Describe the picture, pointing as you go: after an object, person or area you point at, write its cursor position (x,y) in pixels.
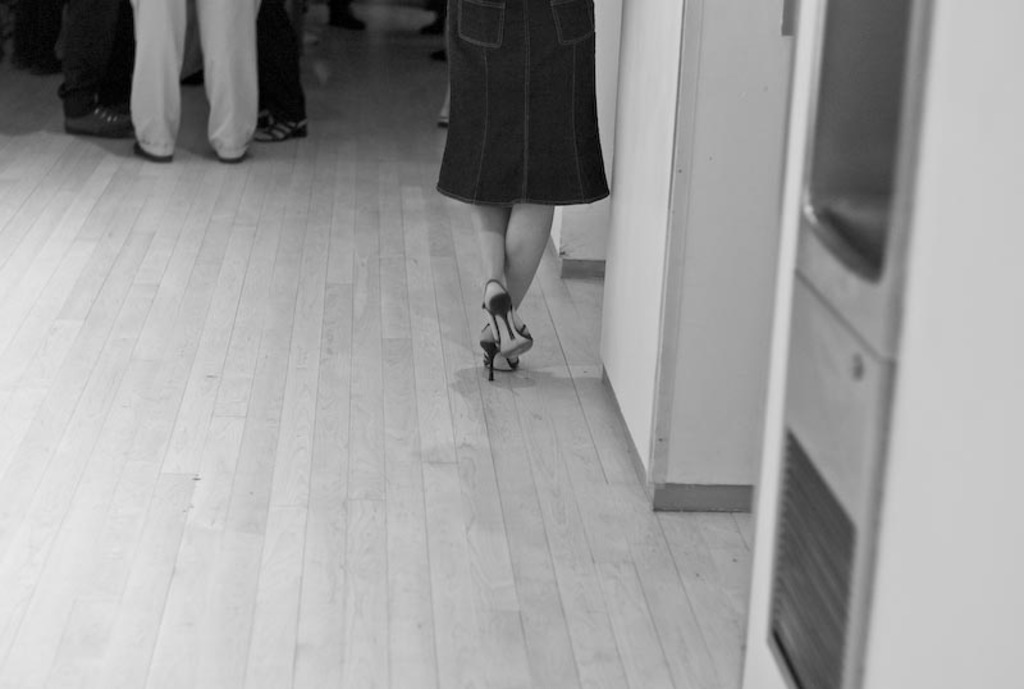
In this image there are group of persons (180,86). On the right side (688,82) there is a wall (664,129) which is white in colour and there is a cupboard (871,266).
